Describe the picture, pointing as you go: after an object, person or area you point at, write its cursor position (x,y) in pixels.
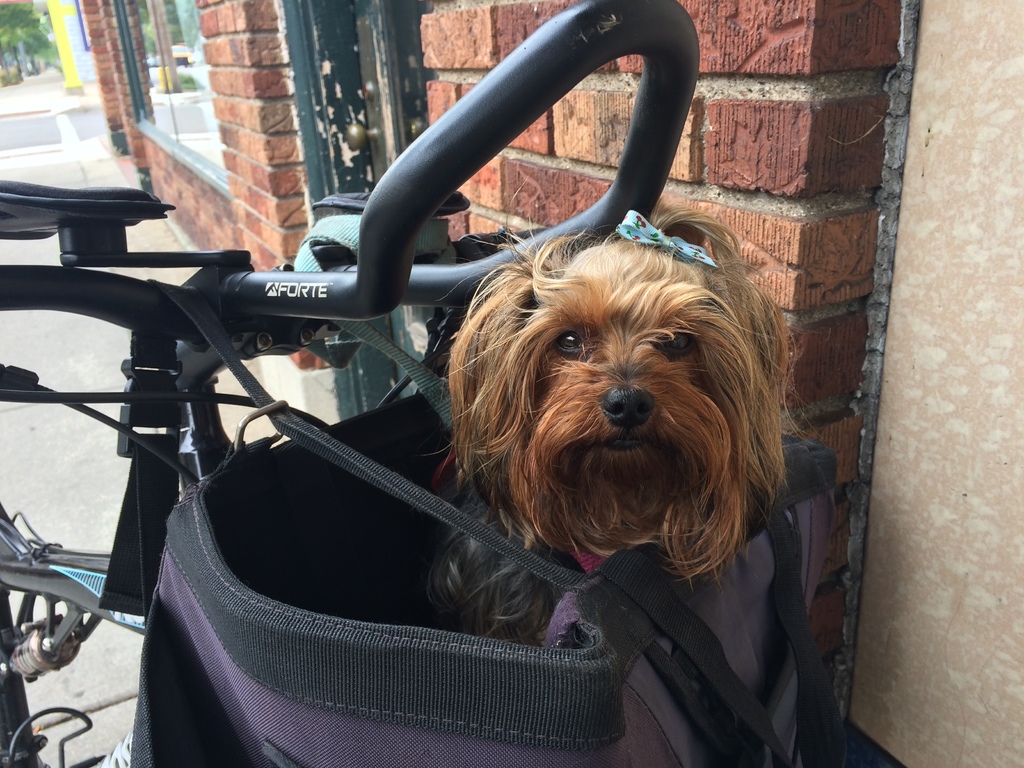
This picture contains bicycle (189,459). At the bottom of the picture (652,533), we see a dog (515,438) in brown color is in the purple color bag (386,616). On the right side (729,166), we see a building (239,200) which is made up of red colored bricks (238,124). We even see windows (150,77) and trees (1,20).
